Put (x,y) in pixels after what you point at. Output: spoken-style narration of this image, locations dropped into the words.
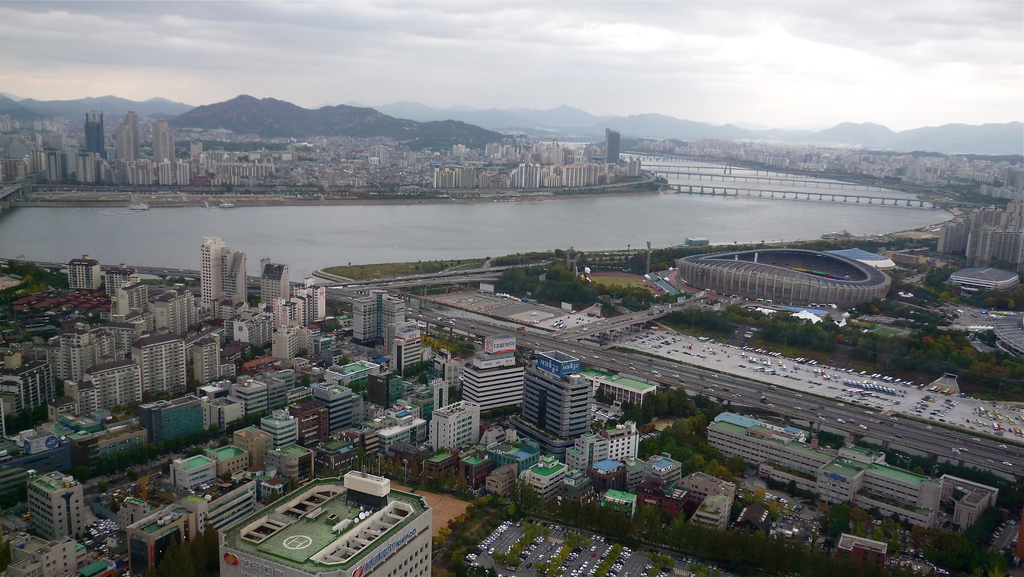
Bottom of the image (408,495) there are some buildings (62,298) and trees (566,279) and grass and poles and vehicles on the road (914,431). In the middle of the image (517,249) there is water (820,203), on the water (663,169) there is a bridge (673,157). Top left side of the image (256,160) there are some buildings (19,143) and hills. Top right side of the image (1006,175) there are some buildings (1021,175) and hills (691,121). Top of the image (1009,53) there are some clouds (961,78) and sky (1020,112).
